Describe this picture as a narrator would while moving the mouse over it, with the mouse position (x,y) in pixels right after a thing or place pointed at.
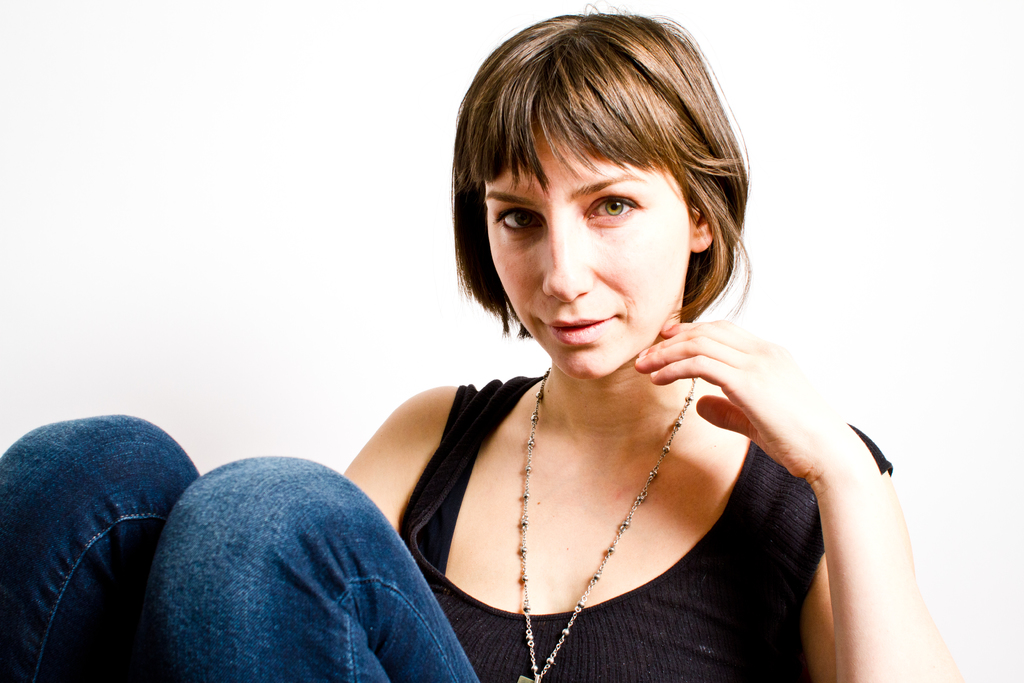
In the image there is a woman (498,580) in black vest (421,563) and jeans (477,680) with a necklace (538,403) to her neck (545,390) sitting and smiling.
